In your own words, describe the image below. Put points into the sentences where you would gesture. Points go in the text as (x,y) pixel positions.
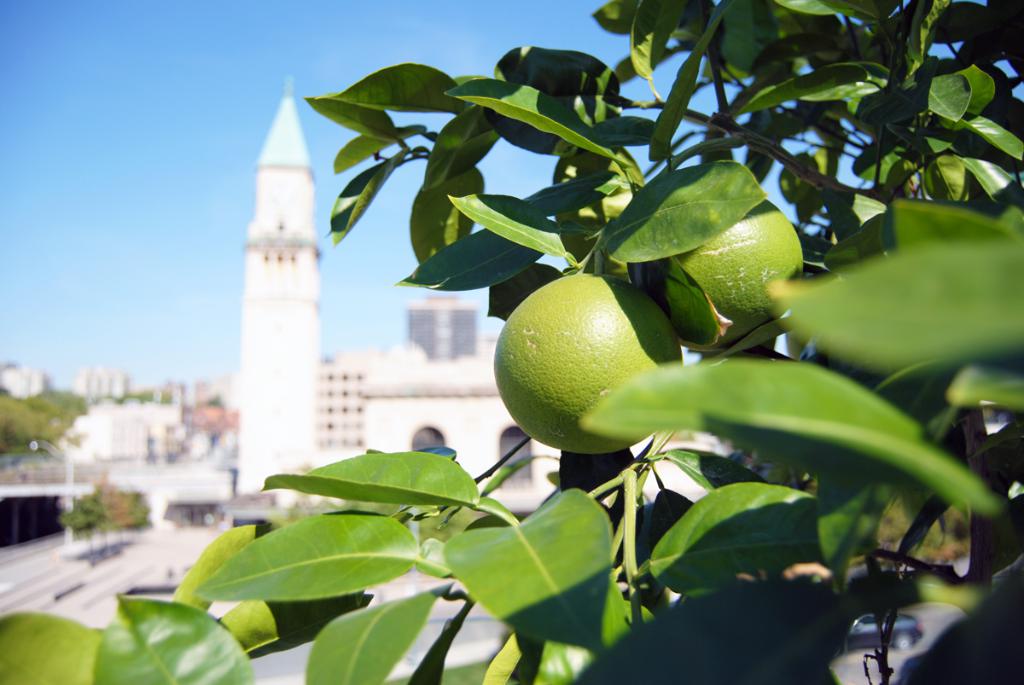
In this image on the right (697,400), there are plants (821,384), leaves (535,562), fruits (644,324). In the background (710,444) there are buildings (347,397), trees (54,404), steeple (296,403), sky (229,339).
